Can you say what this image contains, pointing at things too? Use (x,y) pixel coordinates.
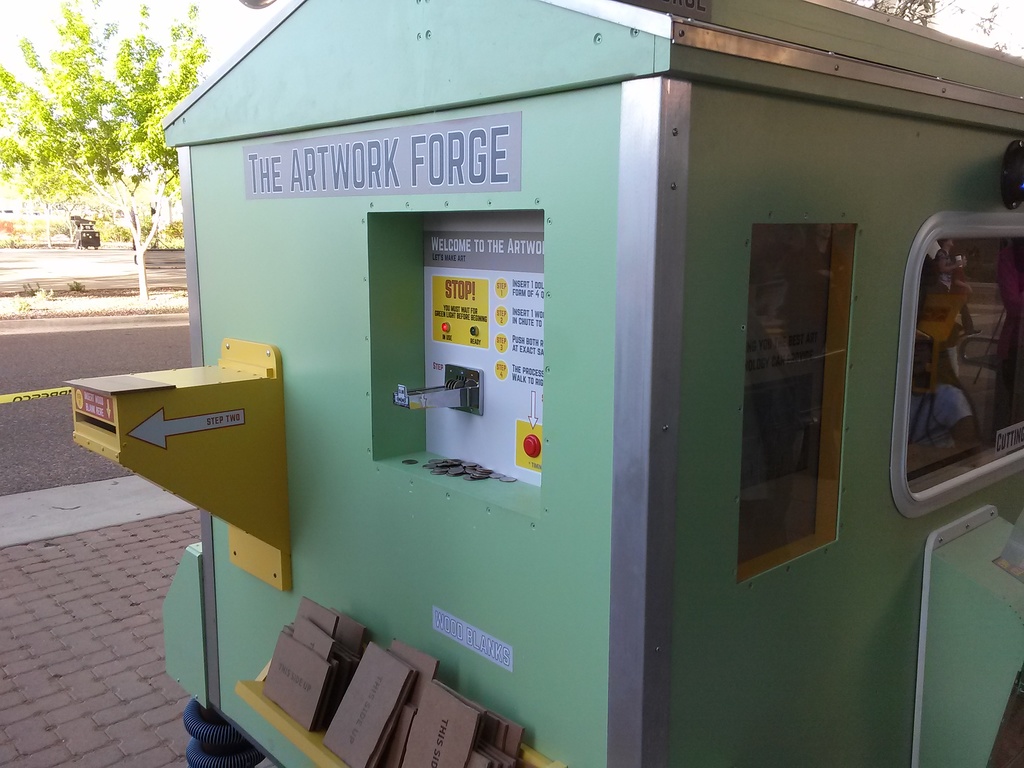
In this image I can see a machine (729,499) in green color, on the left side (112,358) there is the road (103,349) and a green tree (118,147). At the bottom (44,623) it is the footpath (45,638).
